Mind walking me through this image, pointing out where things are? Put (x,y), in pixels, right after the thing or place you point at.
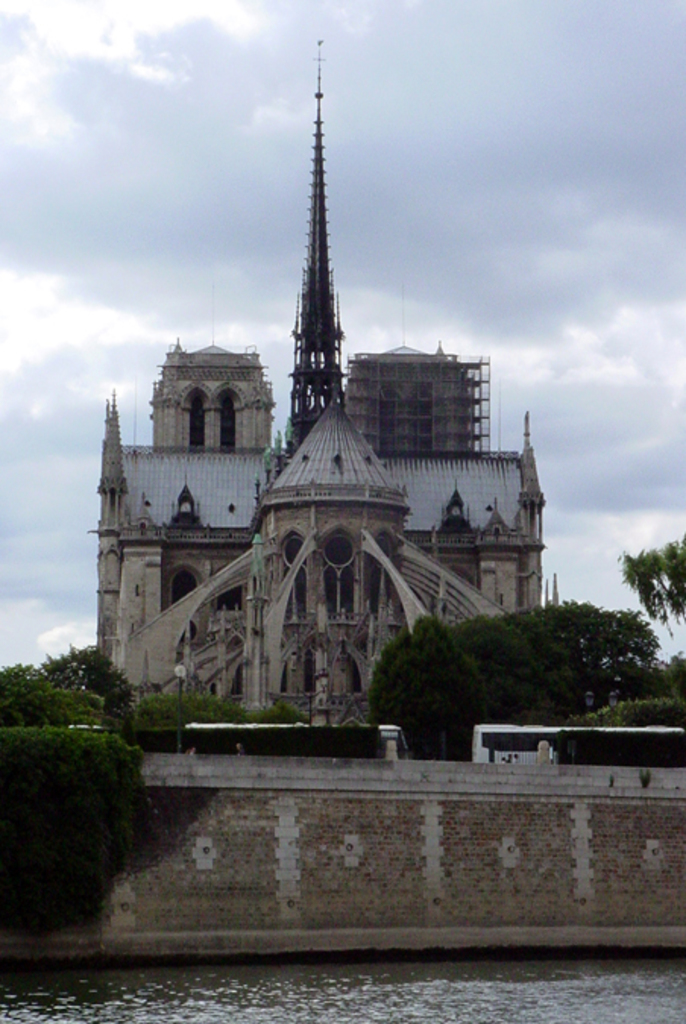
In this image I can see the buildings (325,493), windows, trees (92,670), water (674,986), vehicles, wall (512,807) and the sky (370,291).
